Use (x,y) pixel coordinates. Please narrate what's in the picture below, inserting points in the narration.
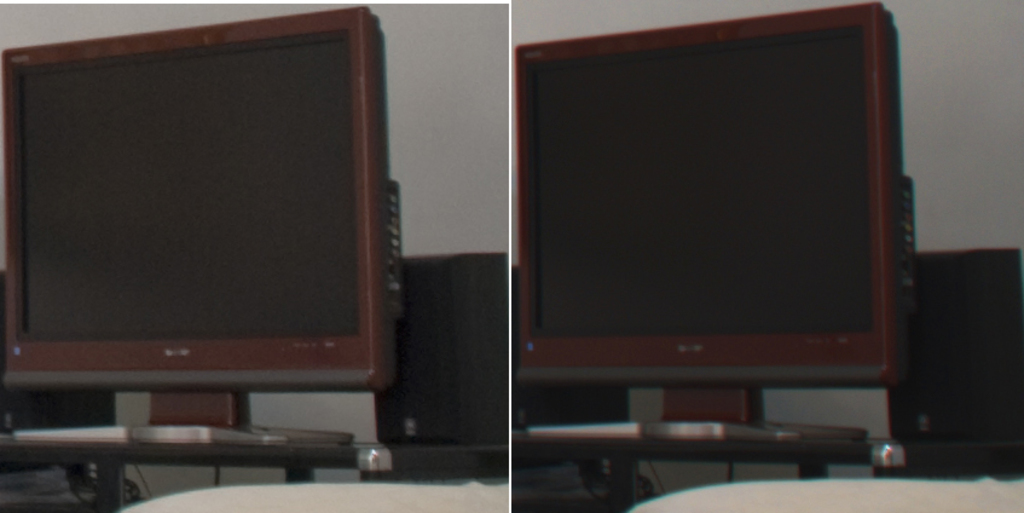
This is collage picture, here we can see monitors (298,248) and speakers (442,413) on tables (342,456) and we can see wall (494,76).
